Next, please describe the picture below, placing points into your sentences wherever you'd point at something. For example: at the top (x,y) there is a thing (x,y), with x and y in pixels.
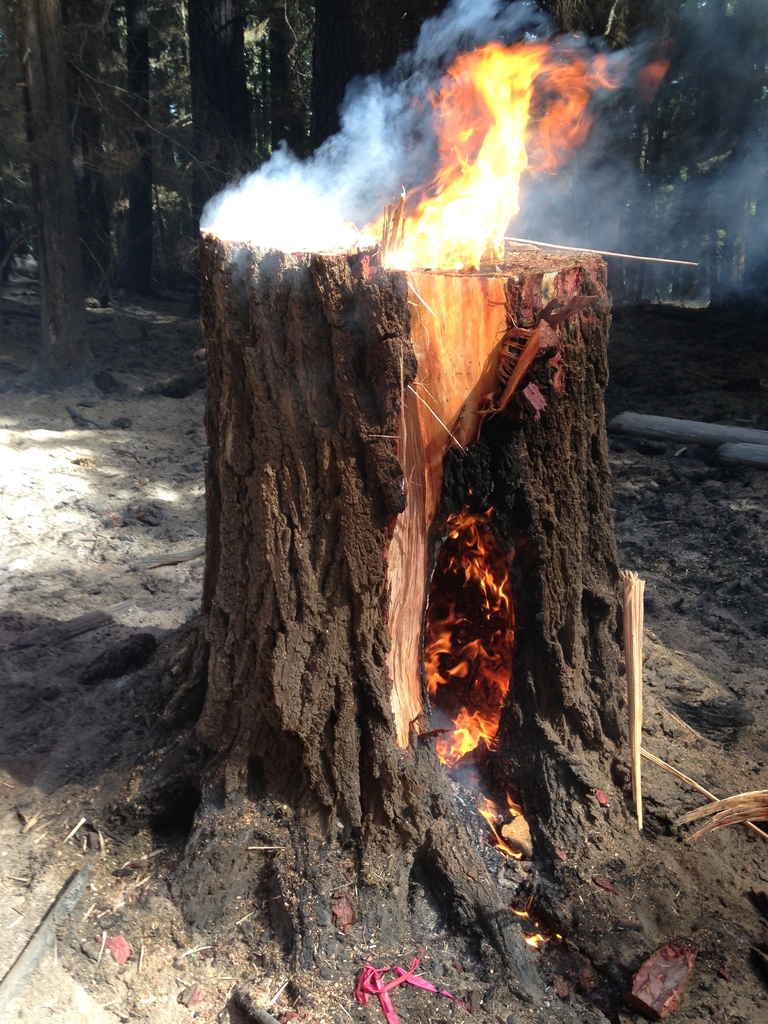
In the foreground of the image (536,685) we can see fire (472,663) in a tree (509,496). In the background (696,267), we can see a group of trees (119,147).
